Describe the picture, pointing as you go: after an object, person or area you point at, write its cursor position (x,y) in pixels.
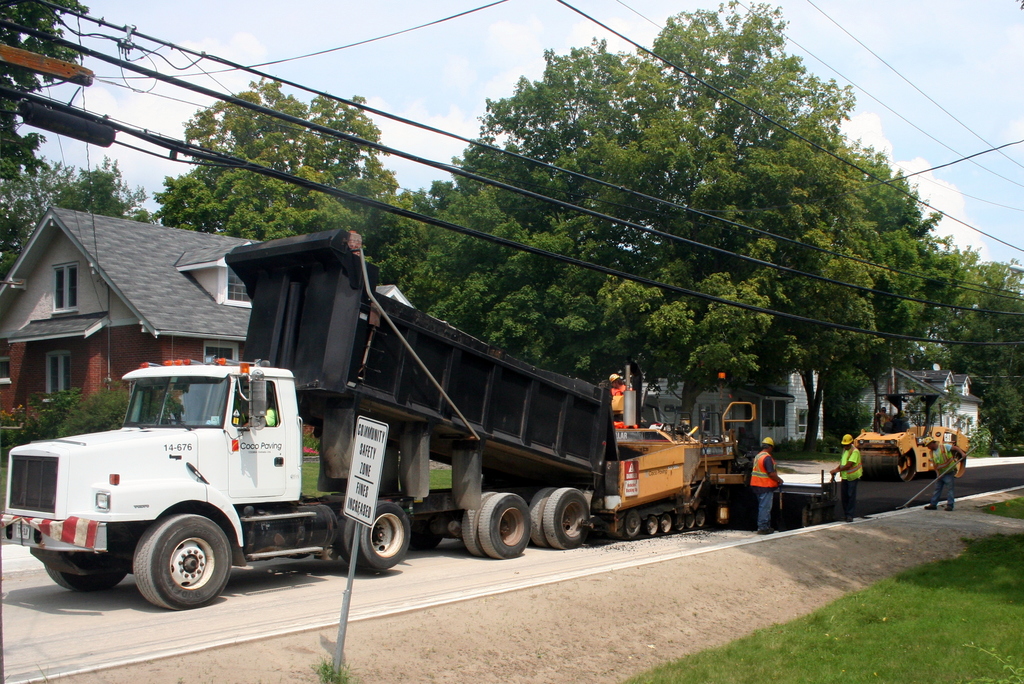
This image consists of a truck (513,494) and different vehicles (704,474) in yellow color. In the front (340,630), there is a board (338,665), beside the road (182,640). At the bottom (825,632), there is green grass (893,637). In the background (532,208), there are trees (16,44) along with a house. At the top (403,26), there are clouds (410,142) in the sky (413,84).
